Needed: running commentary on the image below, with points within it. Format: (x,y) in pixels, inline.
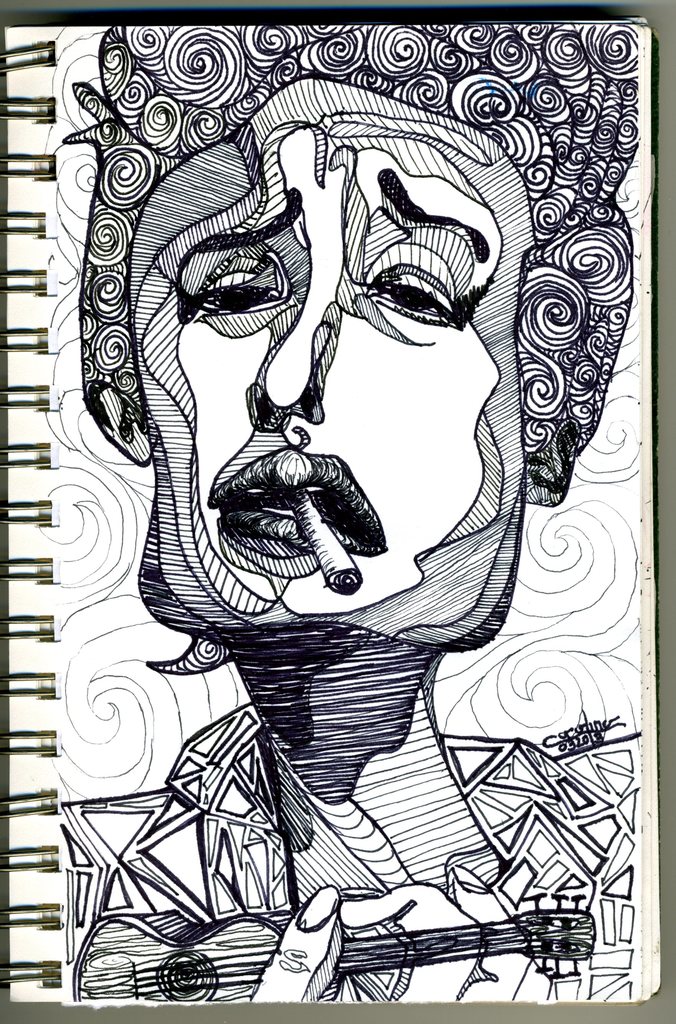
There is a drawing (144,423) of a person (441,597) who is having a cigarette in the mouth (315,486). In the background (50,494), there are designs (564,538).
